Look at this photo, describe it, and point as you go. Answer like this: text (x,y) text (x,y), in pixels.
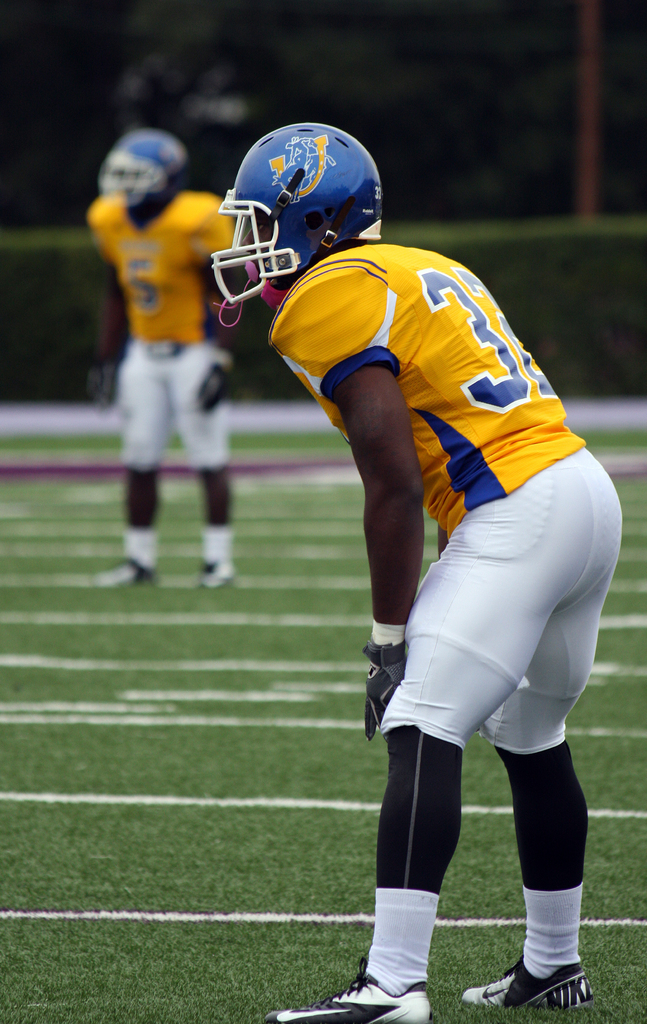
In this image I can see an open grass ground (353,635) and on it I can see two persons (185,282) are standing. I can also see both of them are wearing same colour of dress (344,295), blue colour helmets (300,269) and shoes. In the background (607,198) I can see bushes (633,278), a pole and few trees (449,170). I can also see number of white lines (183,546) on the ground (217,703) and I can see this image is little bit blurry.
